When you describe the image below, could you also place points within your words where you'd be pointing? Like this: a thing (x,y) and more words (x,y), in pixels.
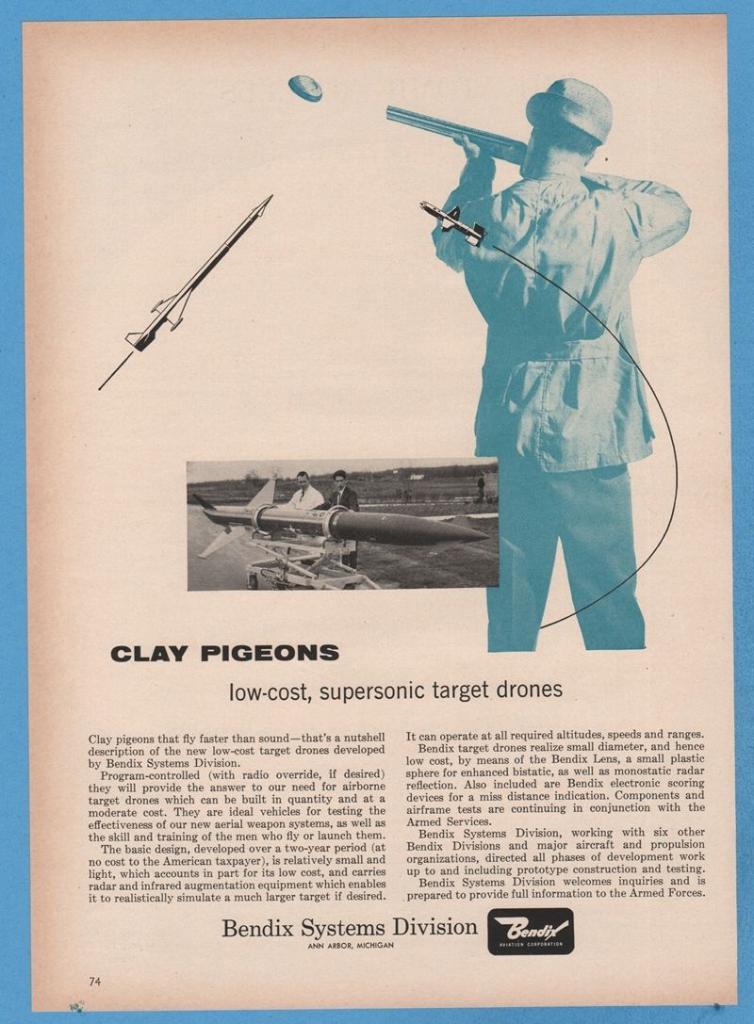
This is a poster (145,798), on this poster (304,733) we can see people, one person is holding a gun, here we can see a rocket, some objects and some text (566,739) on it.
